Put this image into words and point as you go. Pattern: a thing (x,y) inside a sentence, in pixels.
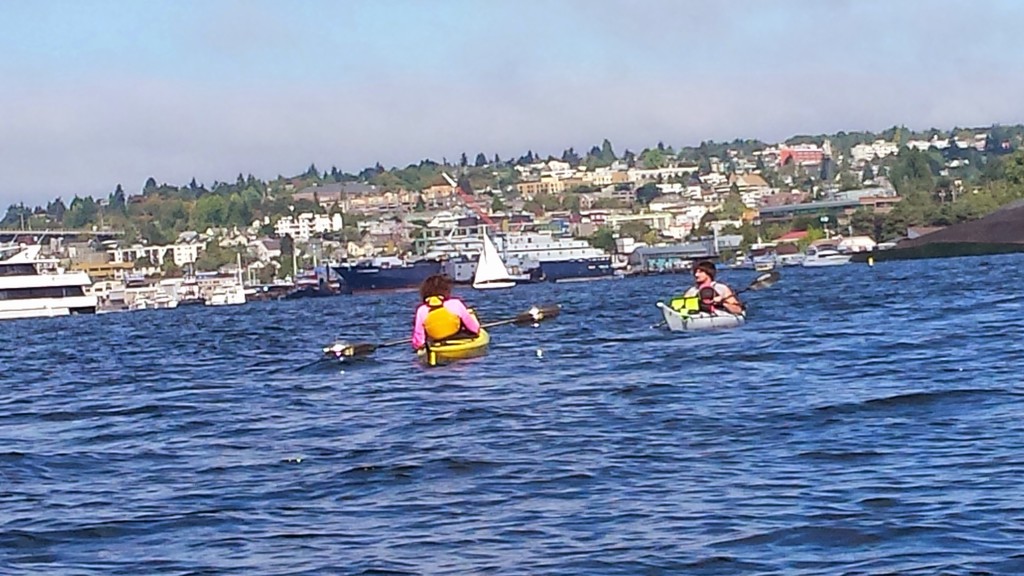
In this image there are two persons (425,323) floating on an individual boat (729,315), which is on the river (558,455). In the background (706,220) there are buildings (193,255), trees (230,252) and a sky (356,167).
